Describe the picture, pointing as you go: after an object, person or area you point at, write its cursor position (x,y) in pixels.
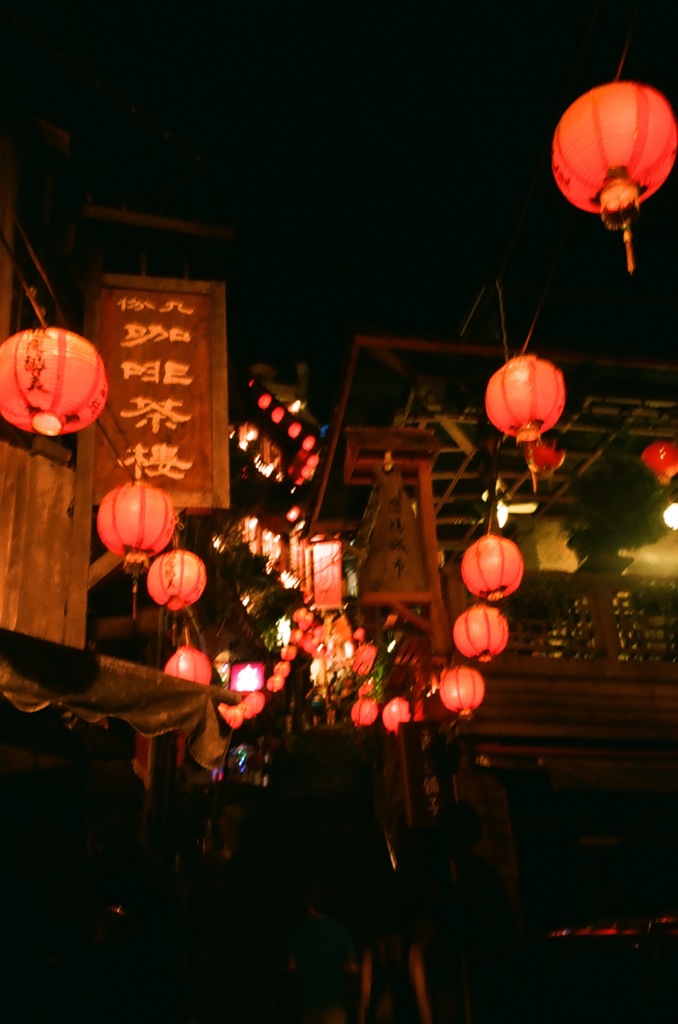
This picture shows a few paper lanterns (31,367) and we see wooden houses (3,314) and people (426,917) walking.
